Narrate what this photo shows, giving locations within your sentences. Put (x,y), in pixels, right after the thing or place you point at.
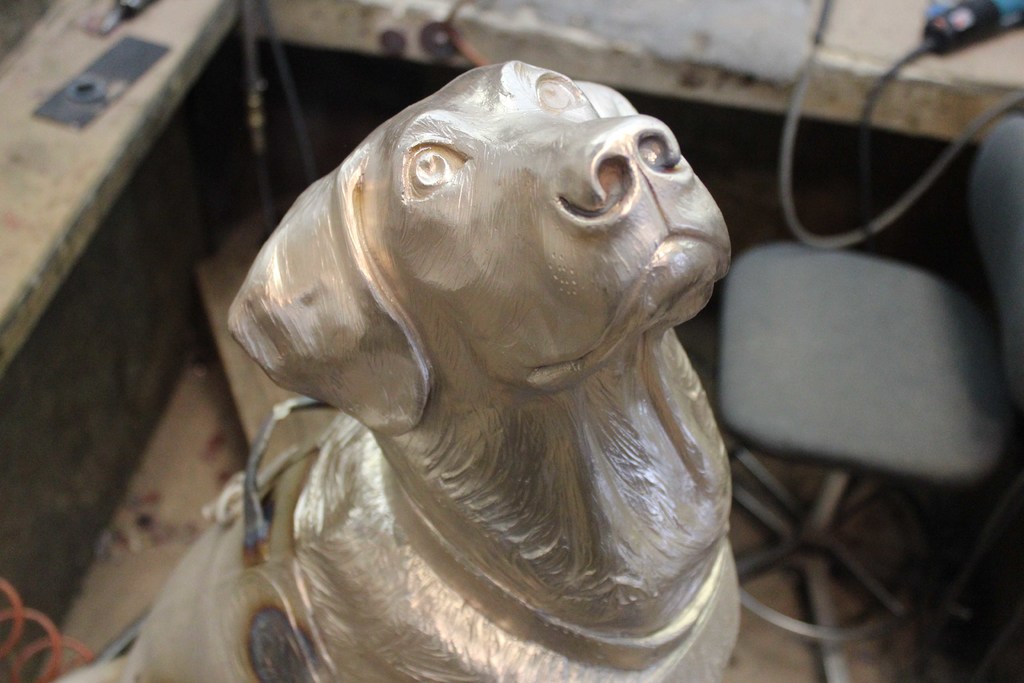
In this image at front (695,524) there is a sculpture (437,295) of a dog (591,463). Beside that there is a chair (870,444). In front of the chair (860,393) there is a platform (7,66).
